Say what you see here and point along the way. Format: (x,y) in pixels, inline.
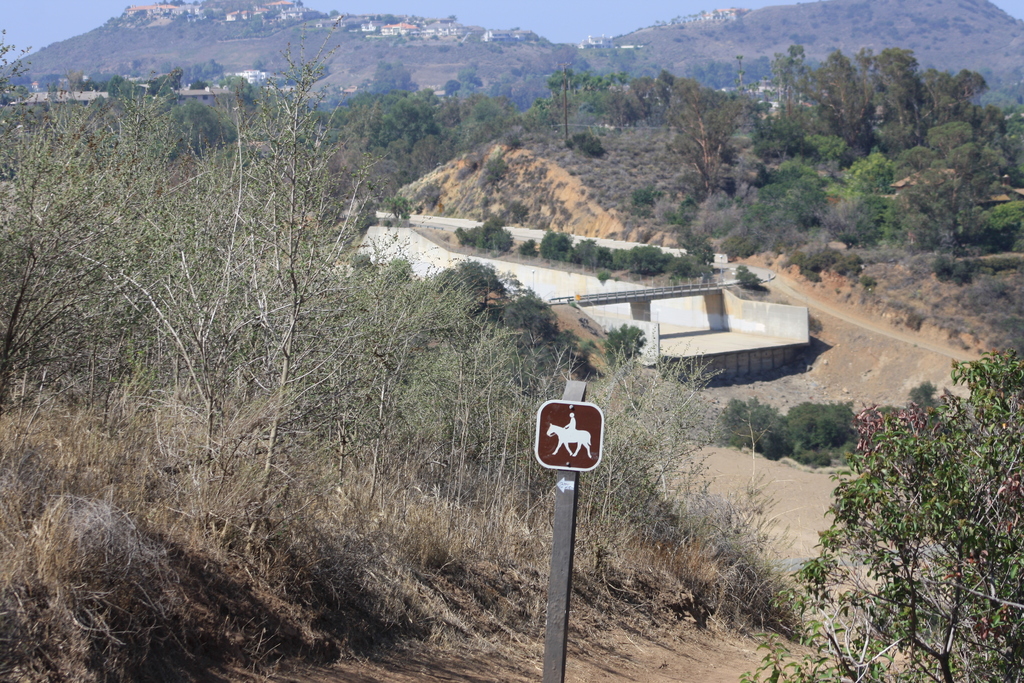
In this image we can see trees (167,265), pole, road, bridge (645,309), plants (484,297), grass (908,294), hills (441,40), buildings (404,28) and sky (521,19).
